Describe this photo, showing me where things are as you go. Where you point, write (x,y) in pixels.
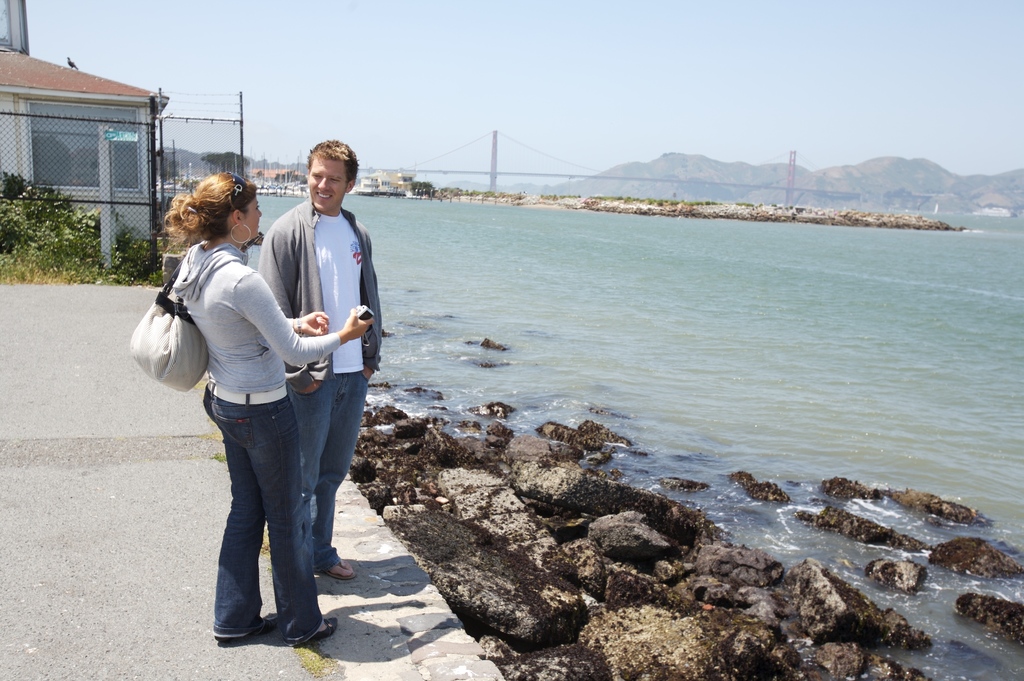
In this image, there are two persons (338,287) standing. There is water (759,328). At the bottom of the image (664,583), I can see the rocks (558,565). On the left side of the image (118,183), there are plants (86,235), fence (121,172) and a bird (74,67) on top of a house (58,80). In the background (467,169), I can see a bridge (634,178), hills (651,192) and the sky (624,125).
